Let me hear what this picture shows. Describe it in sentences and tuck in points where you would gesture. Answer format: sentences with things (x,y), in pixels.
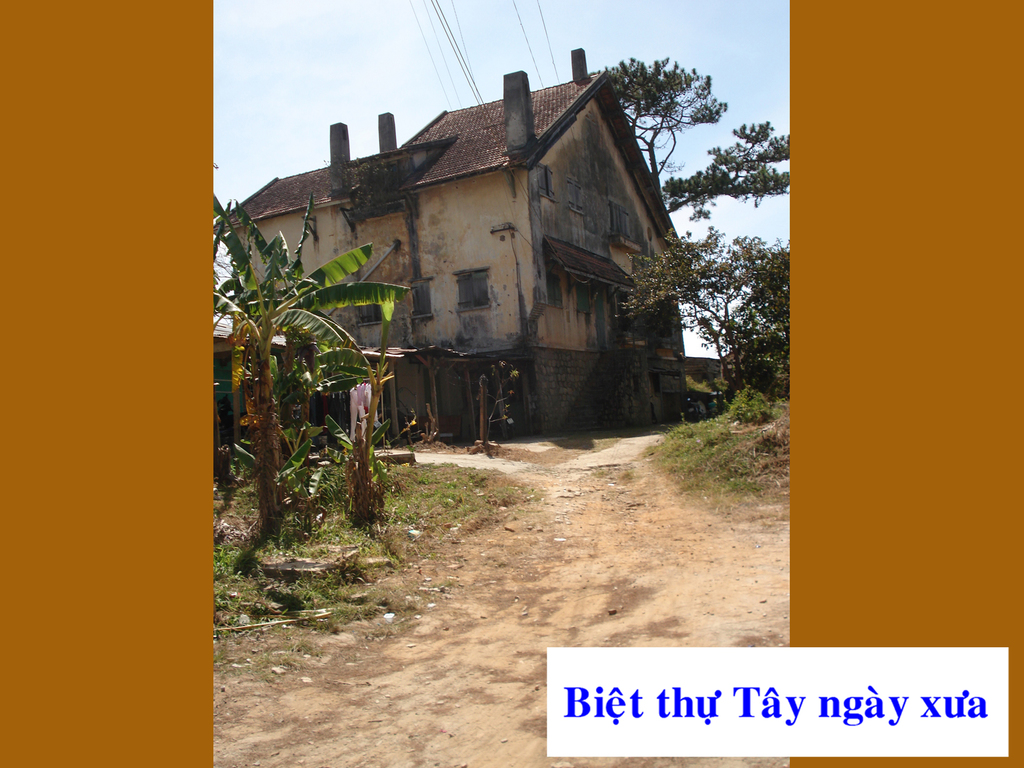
In the foreground of this image (583,550), there is a path (574,616) and few trees (362,508) are on the either side to the path (485,453). In the background (513,324), there is a house (604,259). On the top (490,38), there are cables (456,48), sky (349,38) and the cloud (393,13). On the either side of this image, there is an orange border (867,314).
